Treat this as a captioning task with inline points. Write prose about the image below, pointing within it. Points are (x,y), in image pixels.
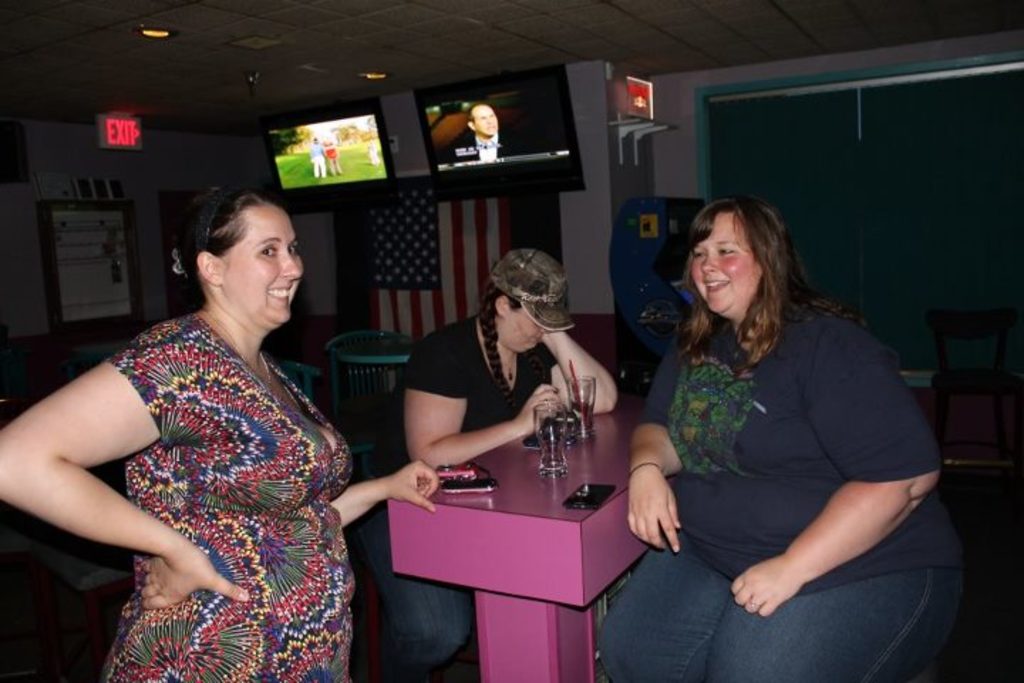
In this image I can see two persons (773,433) sitting in front of a pink colored table (531,498) and on the table (540,518) I can see few glasses (559,431) and few mobiles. I can see a person (268,486) standing, the wall (150,223), few screens (514,100), the ceiling (353,73), few lights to the ceiling (455,78), a flag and few other objects (255,77).
